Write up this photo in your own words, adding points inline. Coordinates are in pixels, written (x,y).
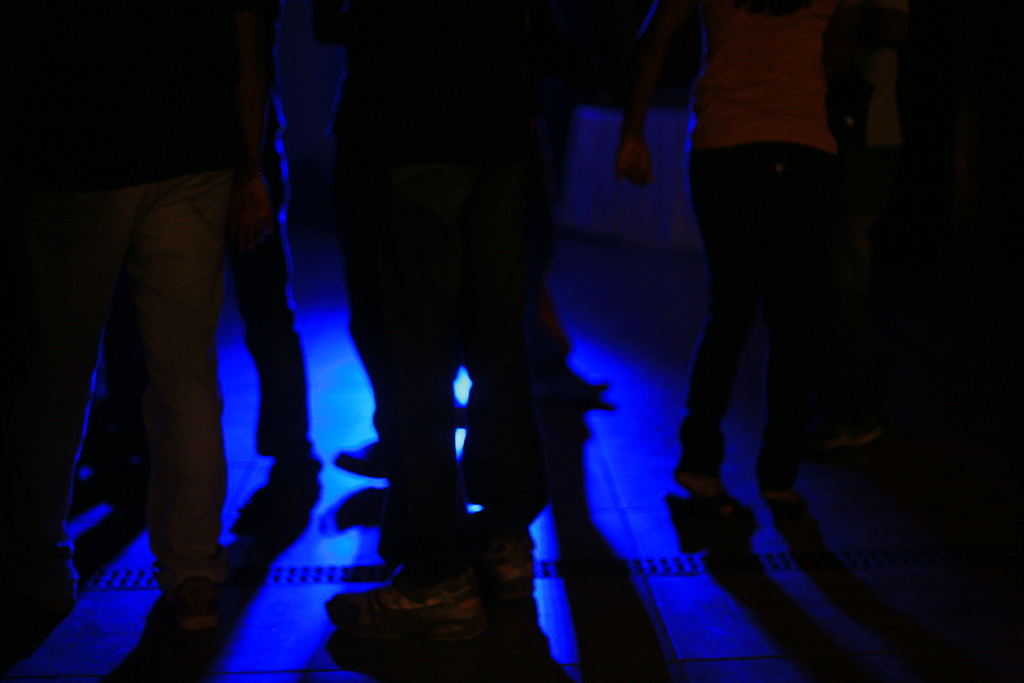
In this image few persons (360,321) are standing on the floor (718,627). They are wearing pants (147,196) and shirts (769,18).
